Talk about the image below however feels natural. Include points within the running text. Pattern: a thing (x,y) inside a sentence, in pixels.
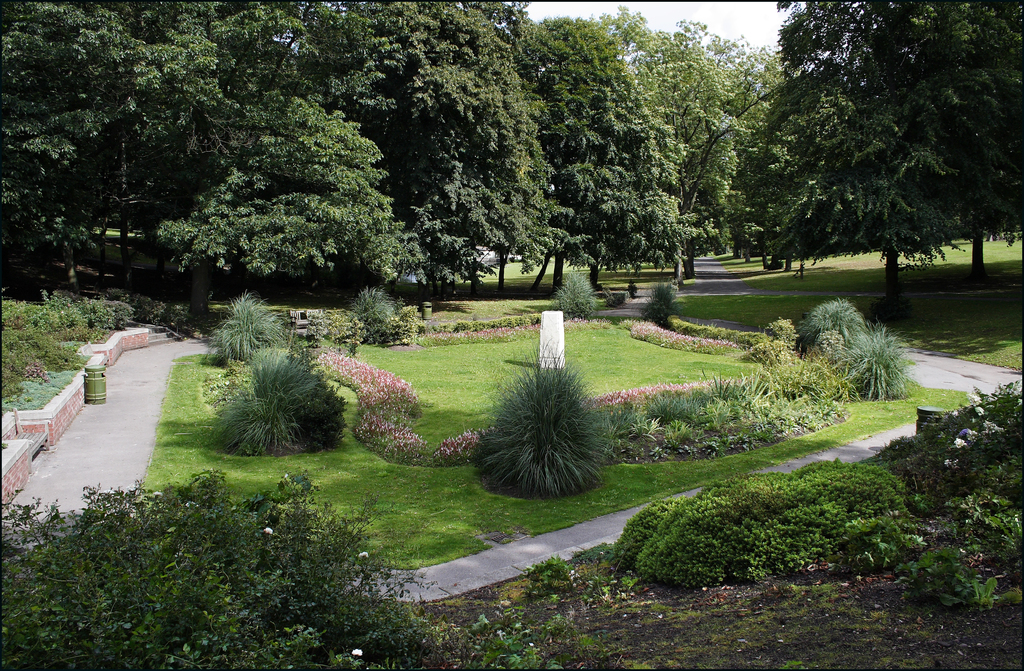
In the picture we can see a garden (642,406) with a grass surface (593,384) which is in a curved shape and on it we can see some plants (754,406), flower beds (705,390) and in the middle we can see a white colored pillared stone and around grass surface (601,357), we can see a path (74,424) and around it we can see a grass surface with plants (72,304) and in the background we can see trees (204,177) and a part of the sky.
